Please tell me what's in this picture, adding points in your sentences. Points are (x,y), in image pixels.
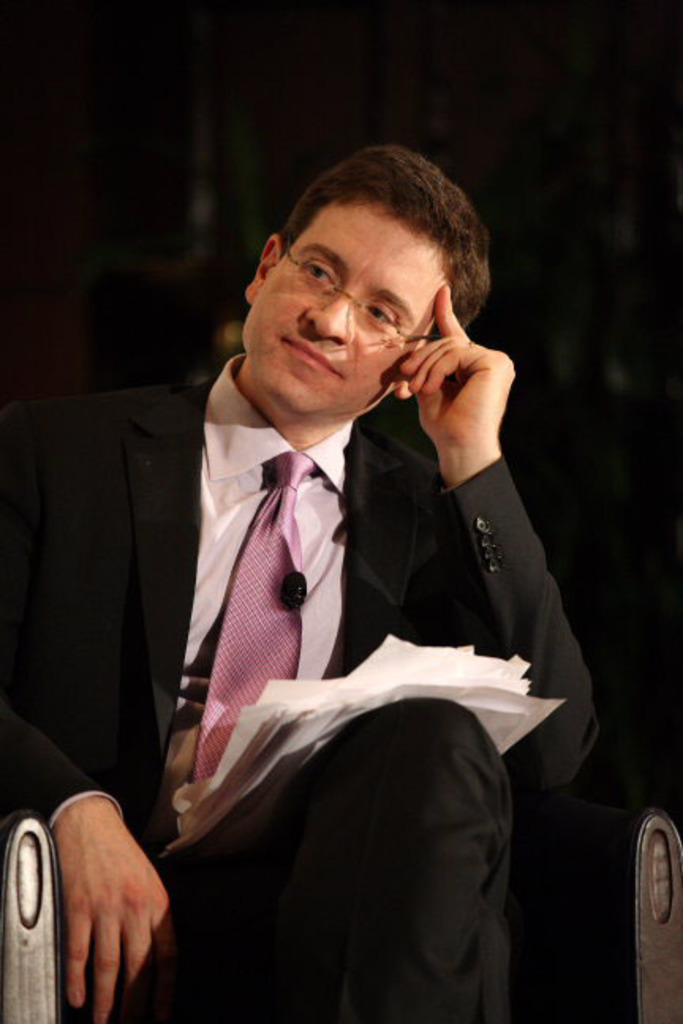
In the picture we can see a man (222,750) sitting on the chair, he is wearing a black color blazer (540,624), pink tie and white shirt (333,556) and keeping a hand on his forehead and on his lap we can see some papers (230,798).
